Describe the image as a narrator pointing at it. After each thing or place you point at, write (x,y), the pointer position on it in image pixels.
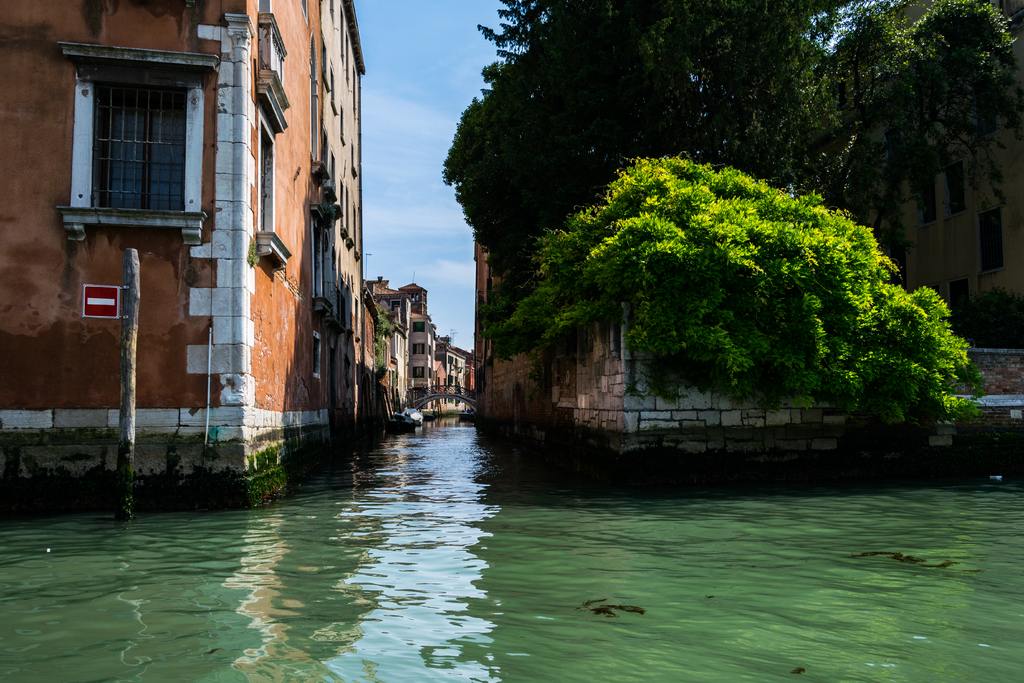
As we can see in the image there is water (438,427), buildings (191,254), windows (161,75), trees (753,140) and at the top (415,126) there is sky (417,129).
